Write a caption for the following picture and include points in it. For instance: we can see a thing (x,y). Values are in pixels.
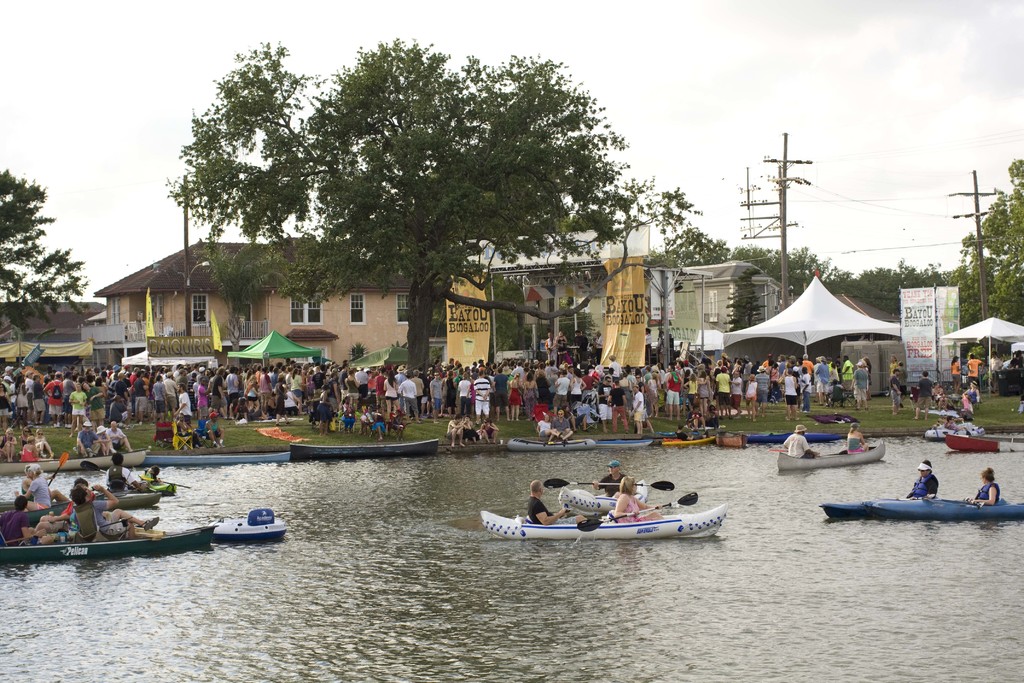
In this image we can see some people (627,488) boating on the surface of the water (411,552). In the background (292,334) we can see some houses (112,334), trees (561,225), electrical poles (789,187) with wires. We can also see the tents (262,350), flags (216,348), banners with text (633,312) and we can see many people (631,378) standing on the grass (302,425). At the top (676,179) there is sky (337,57).
